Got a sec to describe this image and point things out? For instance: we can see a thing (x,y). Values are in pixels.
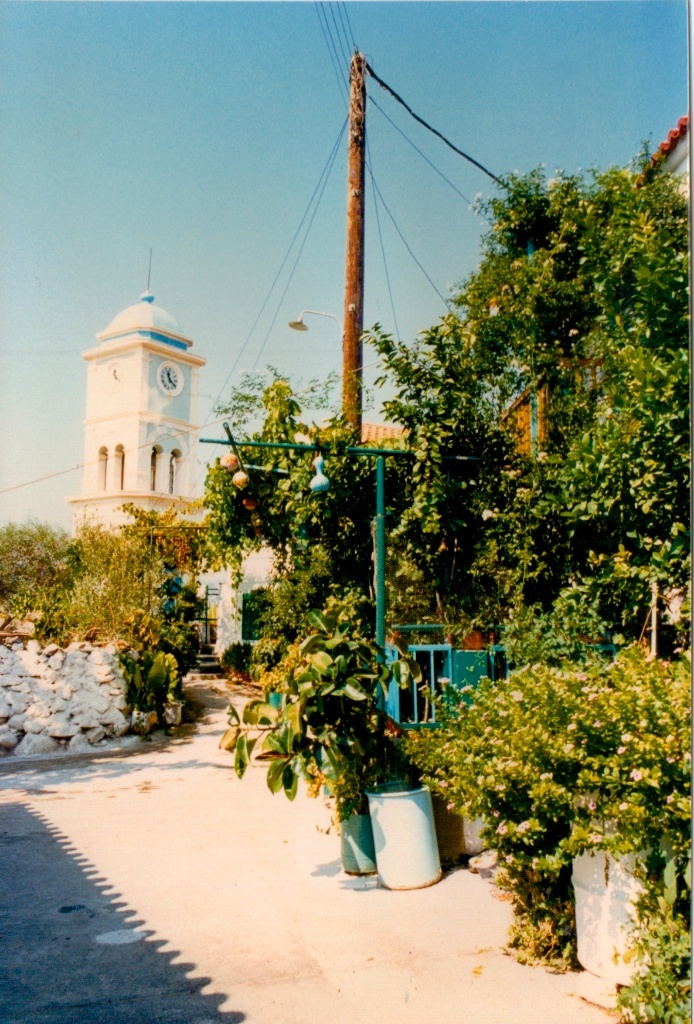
In the foreground (236,744) I can see houseplants (479,816), fence (485,674), trees (440,602), creepers (372,594), light poles (361,105), wires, buildings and a clock tower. At the top (269,189) I can see the blue sky (302,253). This image is taken may be during a sunny day.
